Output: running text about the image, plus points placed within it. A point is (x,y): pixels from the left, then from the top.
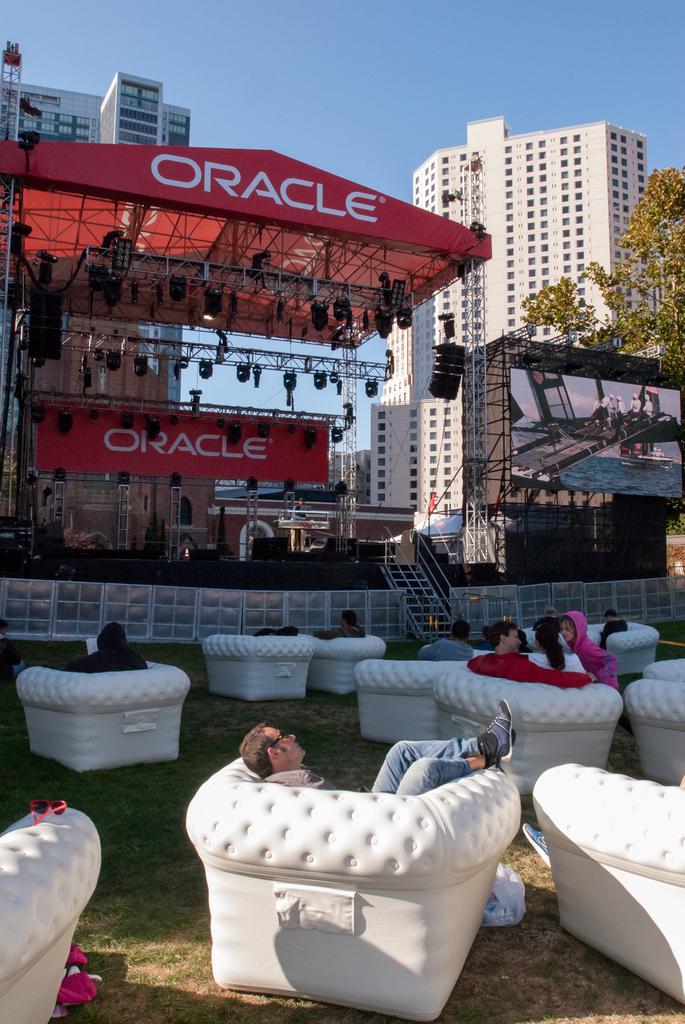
In this image, we can see a group of people (425,750) sitting on the couches (410,718). In the background (307,465), we can see a hoarding (244,466), on which it is labelled as oracle, staircase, building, trees (663,250), lights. At the top (389,185), we can see a sky (358,138), at the bottom (319,1014), we can see a grass (223,732).
